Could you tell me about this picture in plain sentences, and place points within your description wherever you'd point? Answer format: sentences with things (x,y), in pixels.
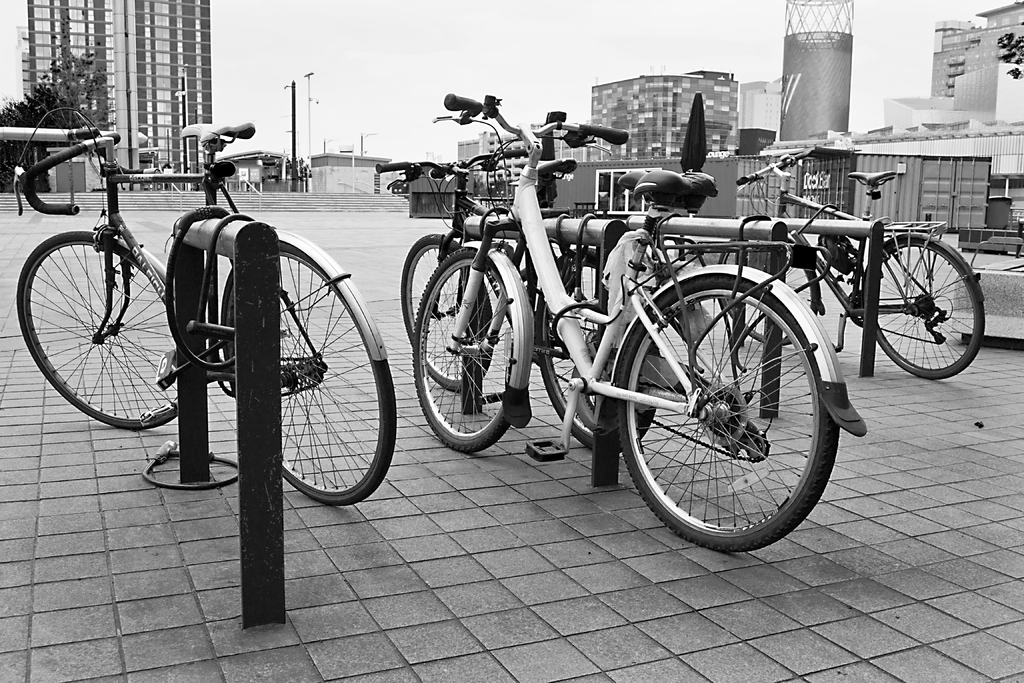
This is a black and white image as we can see there are some bicycles (475,395) parked on the surface (549,425) in the middle of this image (571,417). There are some buildings (167,126) in the background (190,120).
